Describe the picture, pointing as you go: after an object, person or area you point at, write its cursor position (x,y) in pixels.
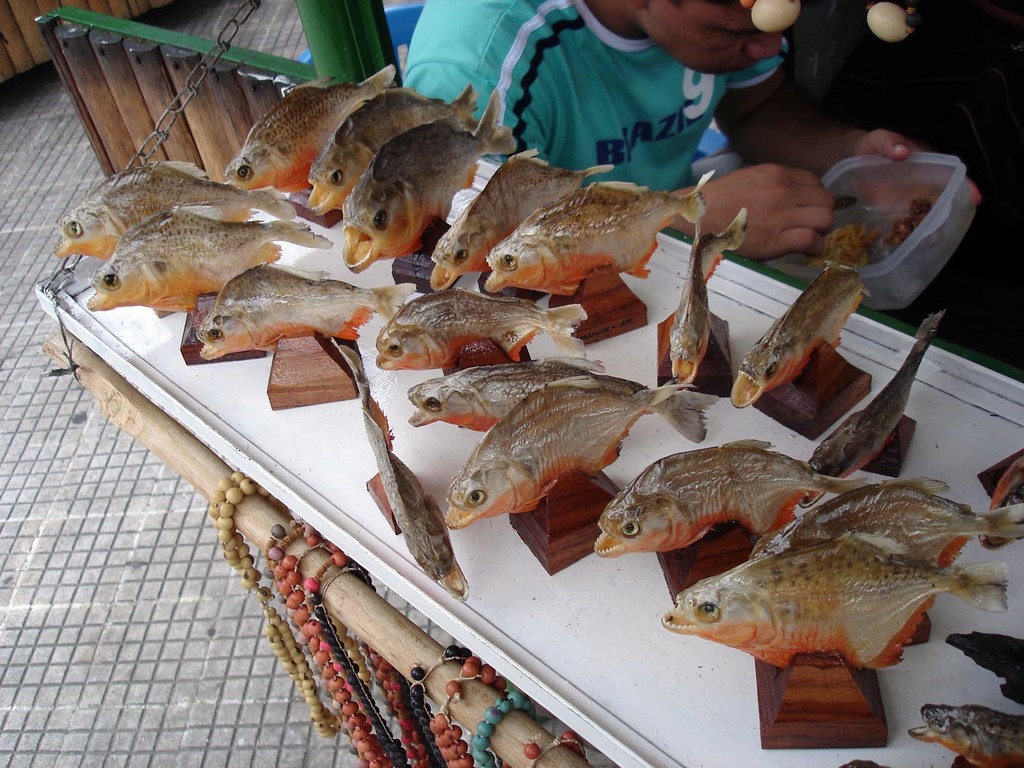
In this image we can see a person (656,62) sitting on a chair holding a spoon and box (908,202). In the foreground of the image (784,466) we can see a group of fishes (654,489) placed on stands (684,572) kept on the surface (598,350), group of necklaces (437,739) placed on a pole (169,441). In the background (126,71), we can see wood pieces (109,53).
